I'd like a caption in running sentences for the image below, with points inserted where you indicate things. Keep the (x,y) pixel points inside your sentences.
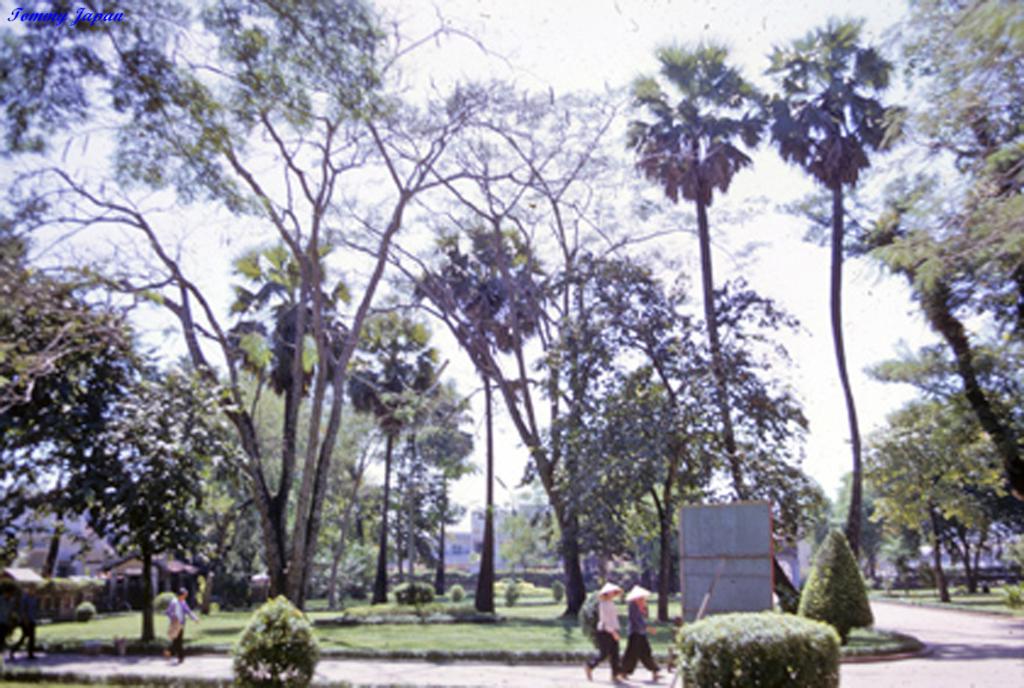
In the foreground of this image (777,664), there are plants (235,656), grass (172,687), persons (179,603) walking on the path (470,675) and the board (758,564). In the background (973,388), there are trees (425,378), few buildings (461,550) and the sky (560,43).
